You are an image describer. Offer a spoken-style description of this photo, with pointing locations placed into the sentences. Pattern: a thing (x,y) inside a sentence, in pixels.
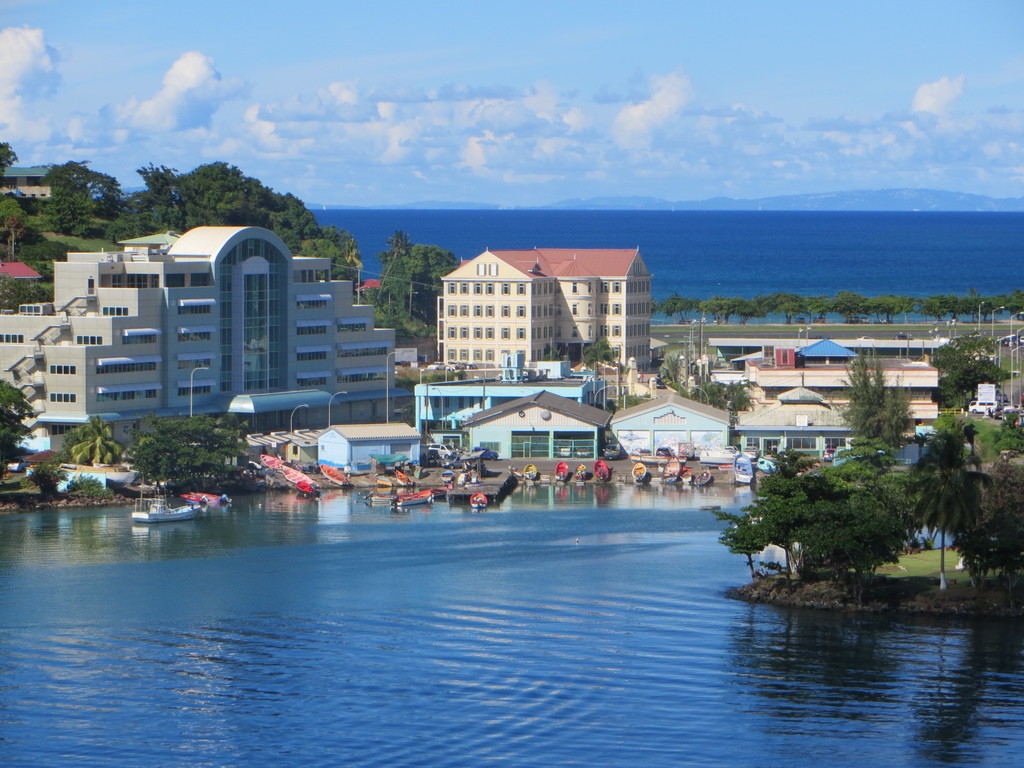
In this image, I can see the buildings (259,258), trees (226,450), houses (589,425), boats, poles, road (820,335) and water (591,579). In the background (554,187), there are hills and the sky (589,184).
